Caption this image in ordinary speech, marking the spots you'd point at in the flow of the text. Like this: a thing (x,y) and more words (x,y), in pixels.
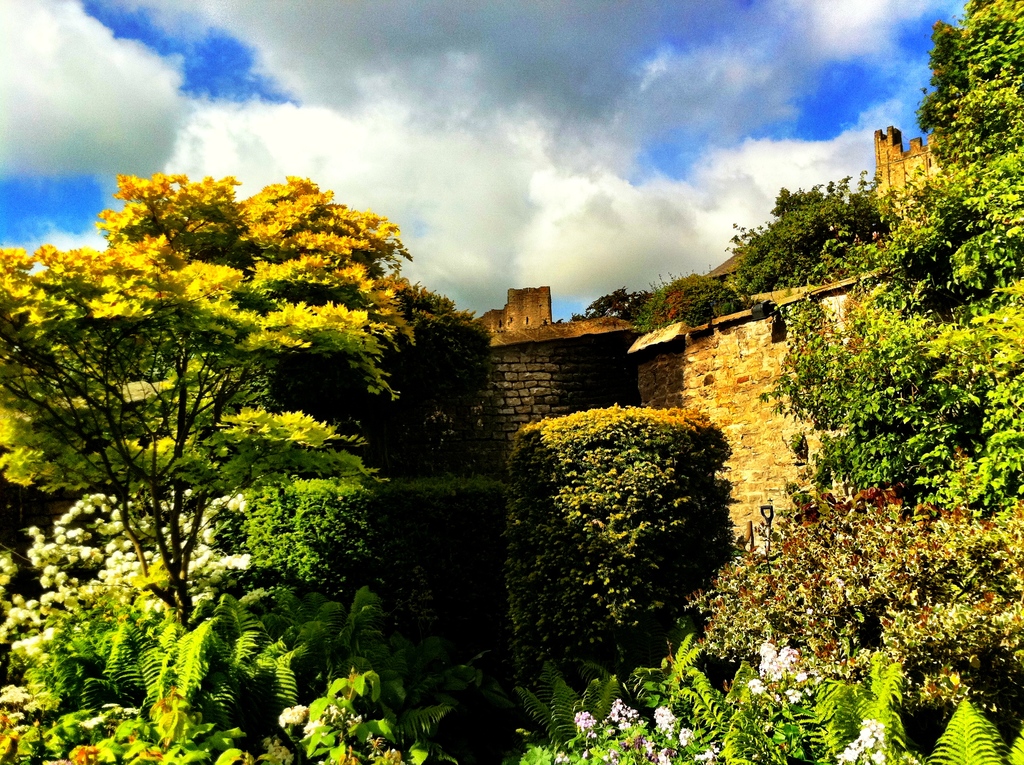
There are trees (45,407), stone building (601,407) and there are clouds (546,165) in the sky (366,169).
